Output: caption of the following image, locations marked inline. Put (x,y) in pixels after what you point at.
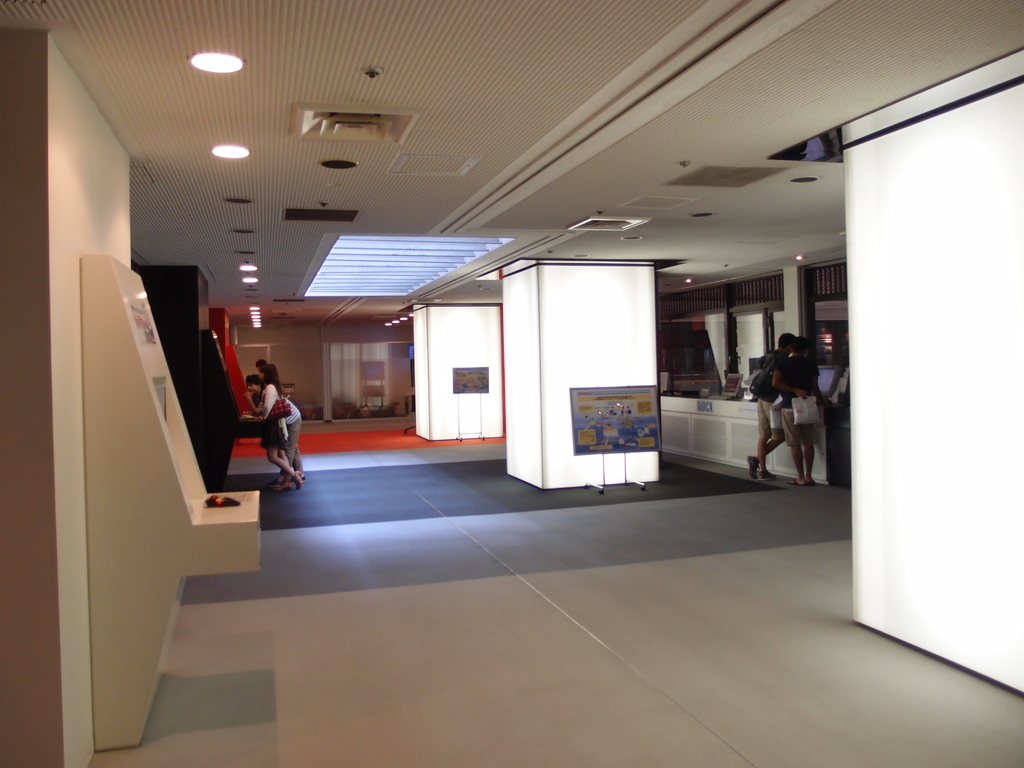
This image is clicked inside a room (259,269). There are lights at the top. There are some persons (291,452) standing in the middle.
